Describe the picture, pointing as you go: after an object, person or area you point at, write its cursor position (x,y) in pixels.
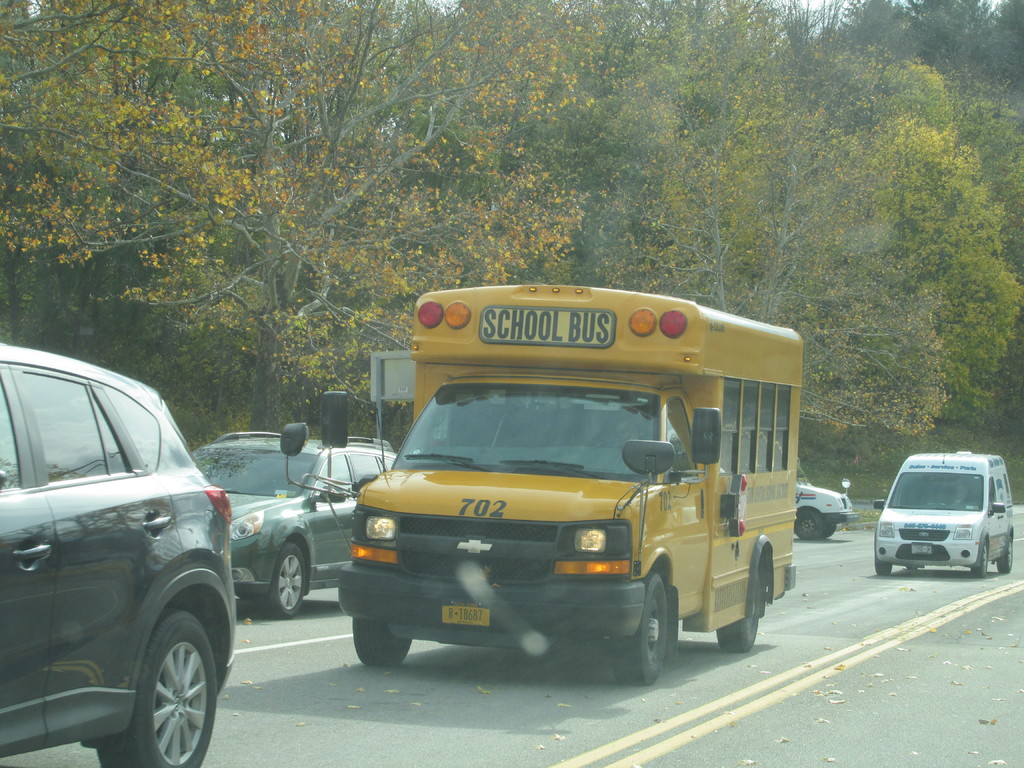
An outdoor picture. Vehicles (936,523) on road (971,586). This is a bus (597,605) in yellow color. These are cars (302,585) in white and black color. Road (930,631). Trees (915,198) are in green and yellow color.
